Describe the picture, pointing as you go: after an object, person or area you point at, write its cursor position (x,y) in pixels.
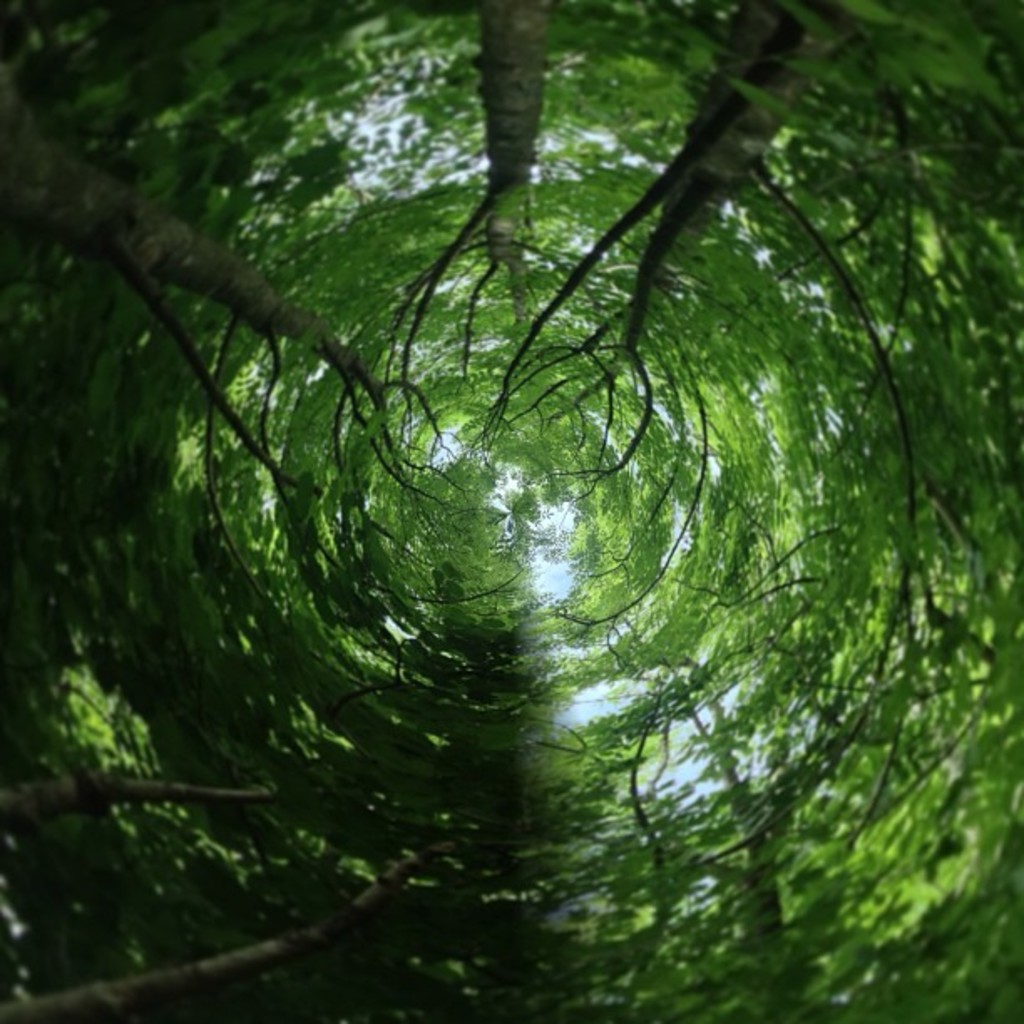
This is an edited image. There are trees (490,286) and the sky (598,693) in the image.
